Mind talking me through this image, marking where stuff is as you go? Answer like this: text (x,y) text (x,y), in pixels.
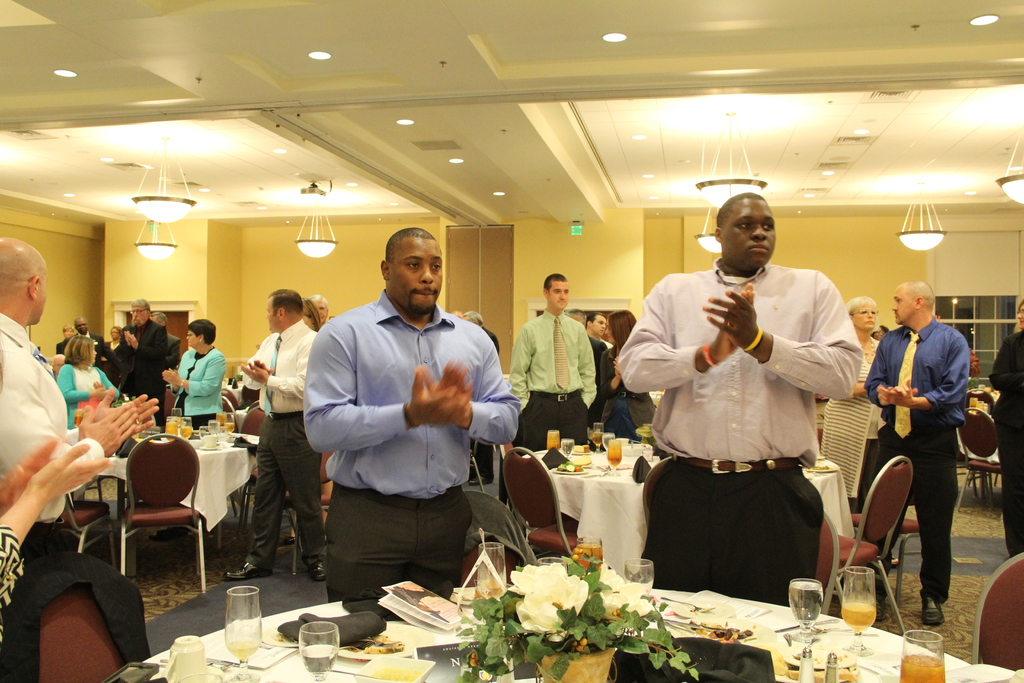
In this image I can see group of people (494,387) standing and wearing different color dress (342,391). I can see few glasses (243,597), papers (264,657), books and few objects (633,611) on the table (674,641). I can see few chairs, windows (985,323), and lights (939,234).
